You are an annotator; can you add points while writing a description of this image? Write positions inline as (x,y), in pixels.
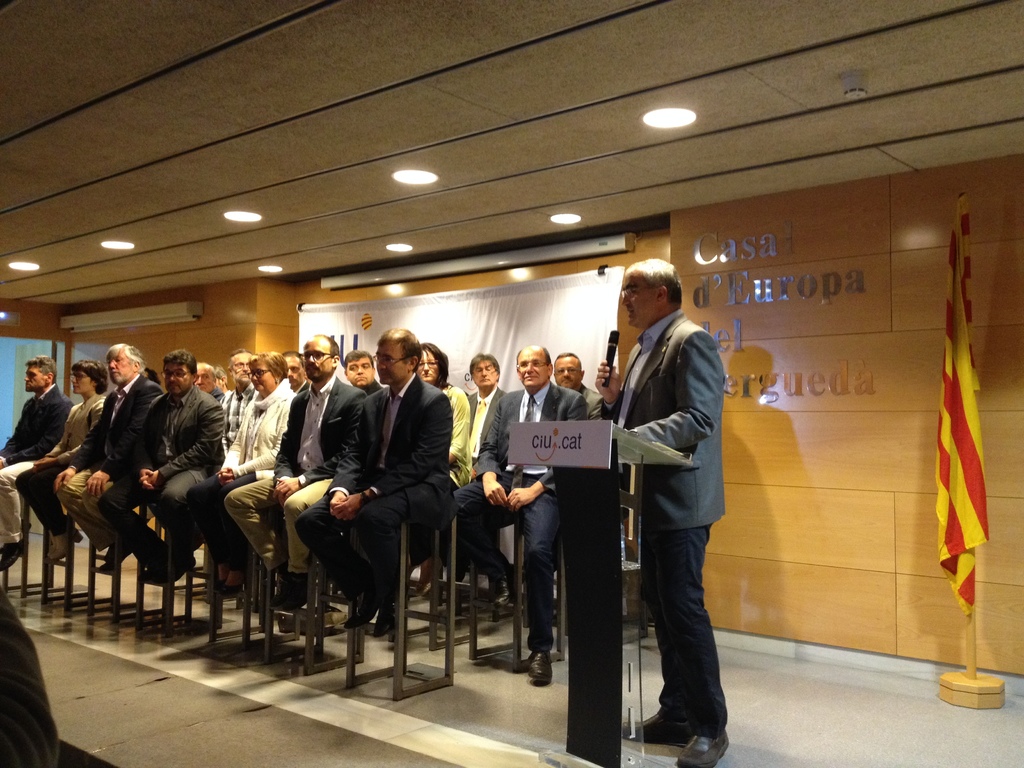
In this image, we can see a few people (398,480). Among them, some people (307,521) are sitting and we can see a person (680,383) holding a microphone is standing. We can see a podium (571,480) and a board (594,454) with some text (570,443). We can see the wall (803,493) with some objects (507,304) and text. We can see the roof (570,99) with some lights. We can also see the ground (97,677) and a flag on the right (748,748). We can also see an object (14,752) on the bottom left corner (27,752).
